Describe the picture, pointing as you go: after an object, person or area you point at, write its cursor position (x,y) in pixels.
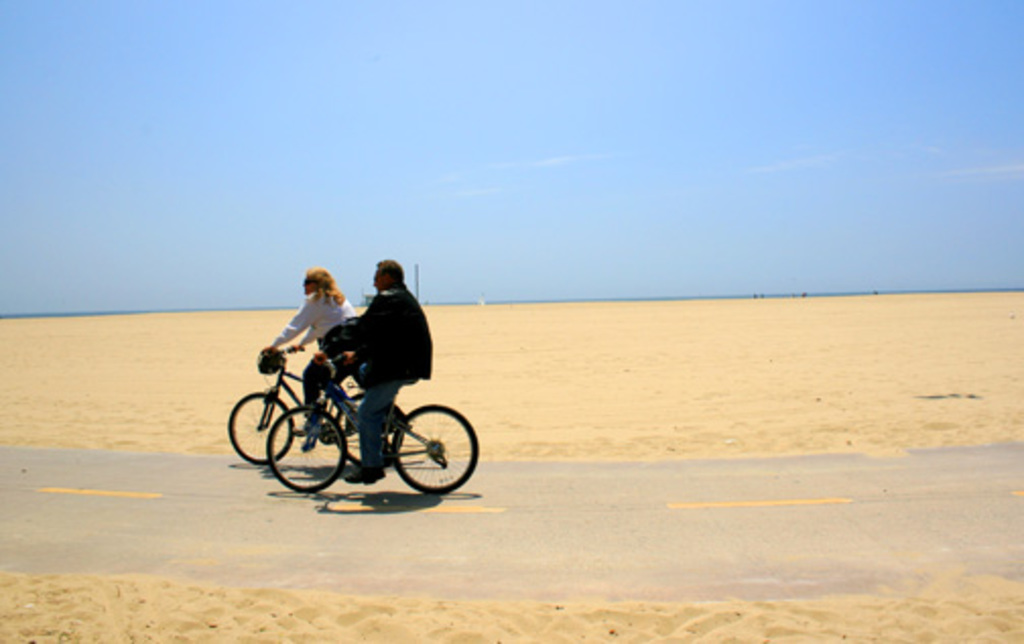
In this image I can see two persons (381,285) riding bicycles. In the background (617,366) I can see the pole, sand (759,382) and the sky (592,126) is in blue color.
